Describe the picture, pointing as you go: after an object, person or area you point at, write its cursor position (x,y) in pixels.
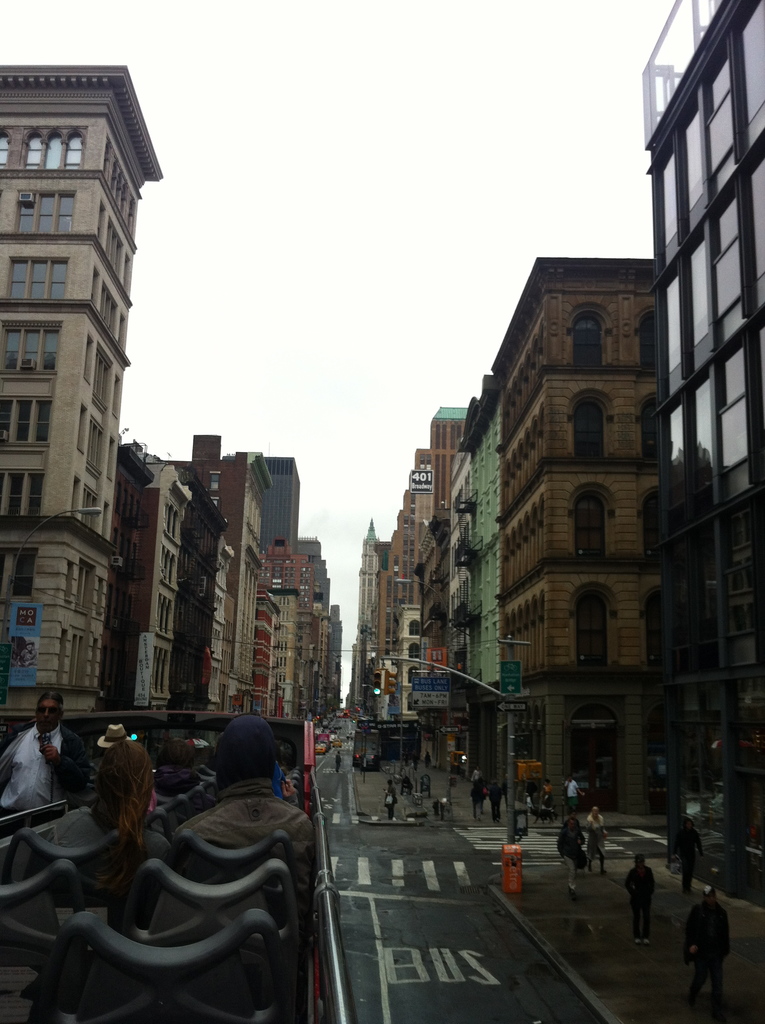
In the picture we can see many buildings (520,726) with windows (705,733) and between the buildings (562,405) we can see a road (444,914) with zebra lines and a path (743,948) with some people (701,962) are walking and we can see a pole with light (391,688) and on the road (436,902) we can see a bus (225,725) on it we can see some people (238,832) are sitting on the seats (246,905) and in the background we can see the sky (377,447).
